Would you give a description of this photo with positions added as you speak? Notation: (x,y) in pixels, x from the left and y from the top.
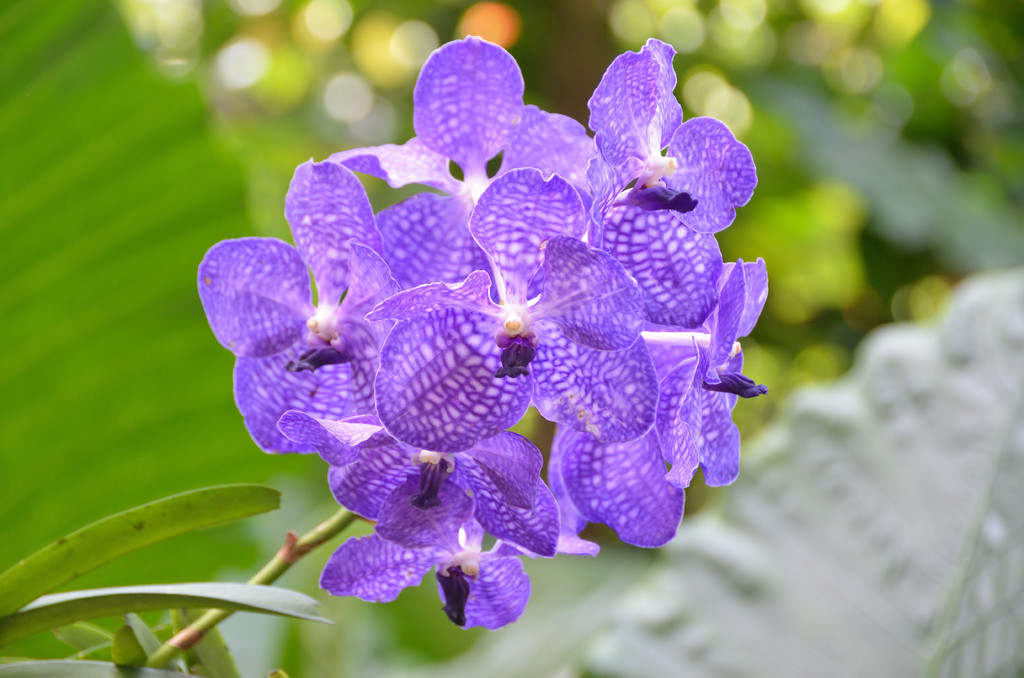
In the picture I can see group of flowers (453,377) to the plants (269,596), behind we can see some leaves (943,77).
